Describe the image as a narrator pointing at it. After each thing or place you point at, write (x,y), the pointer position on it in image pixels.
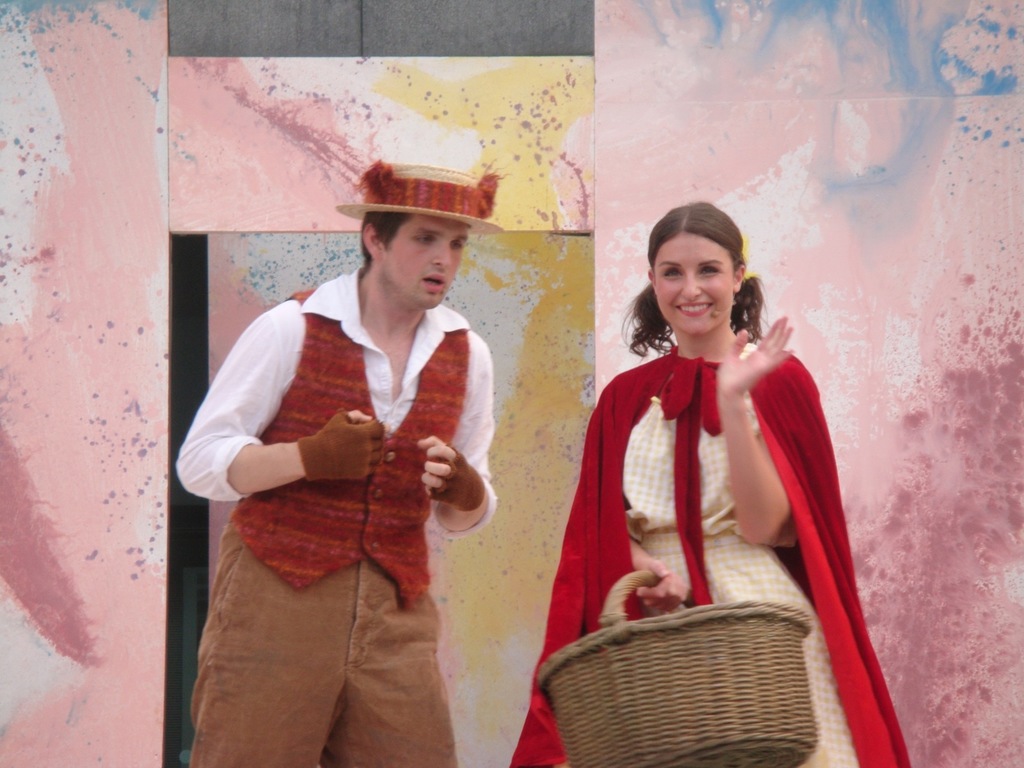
In this image there are two people (604,587) standing, one with a smile on her face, one of them is holding a basket (713,606) in her hand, beside them there is a wall (599,175) and a door (512,547).
